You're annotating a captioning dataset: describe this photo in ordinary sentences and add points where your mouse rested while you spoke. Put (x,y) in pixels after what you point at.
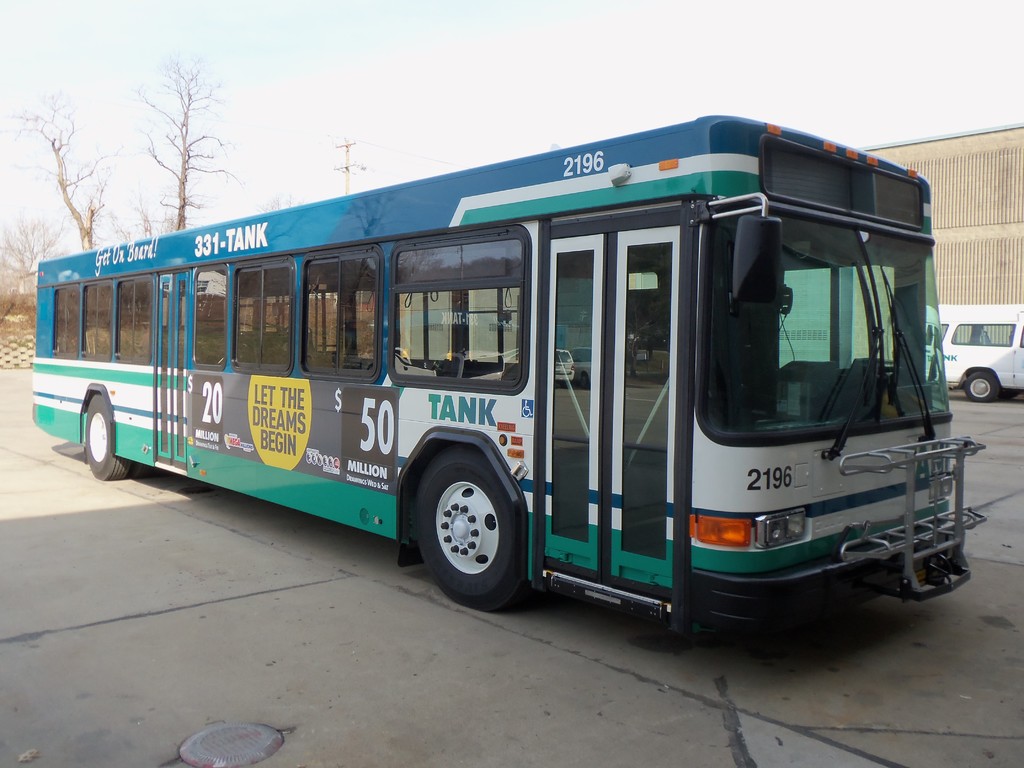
There is a bus (328,385) with doors (569,355) and windows (236,339). On the bus (253,341) something is written. In the back (212,165) there are trees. Also there is a vehicle (986,369) and a wall (938,198). In the background (464,91) there is sky (714,94).
